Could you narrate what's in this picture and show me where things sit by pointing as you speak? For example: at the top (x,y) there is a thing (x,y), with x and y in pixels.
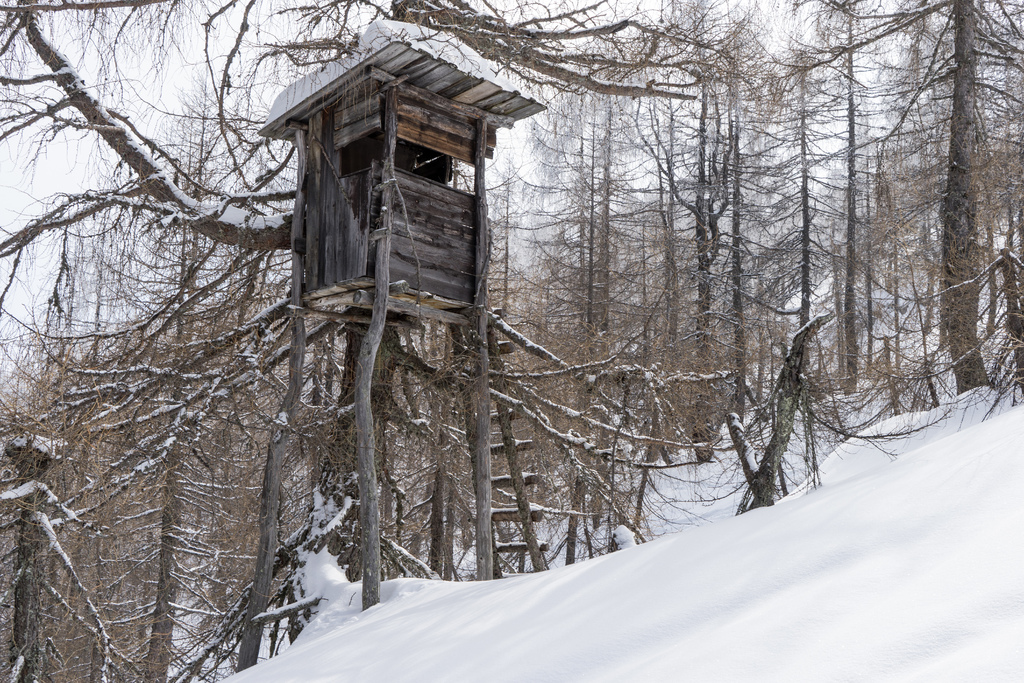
In this image I can see the snow (821,625), few trees (777,172), a tree house (356,237) and a ladder (510,446). I can see some snow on the trees (546,370) and the sky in the background (252,128).
